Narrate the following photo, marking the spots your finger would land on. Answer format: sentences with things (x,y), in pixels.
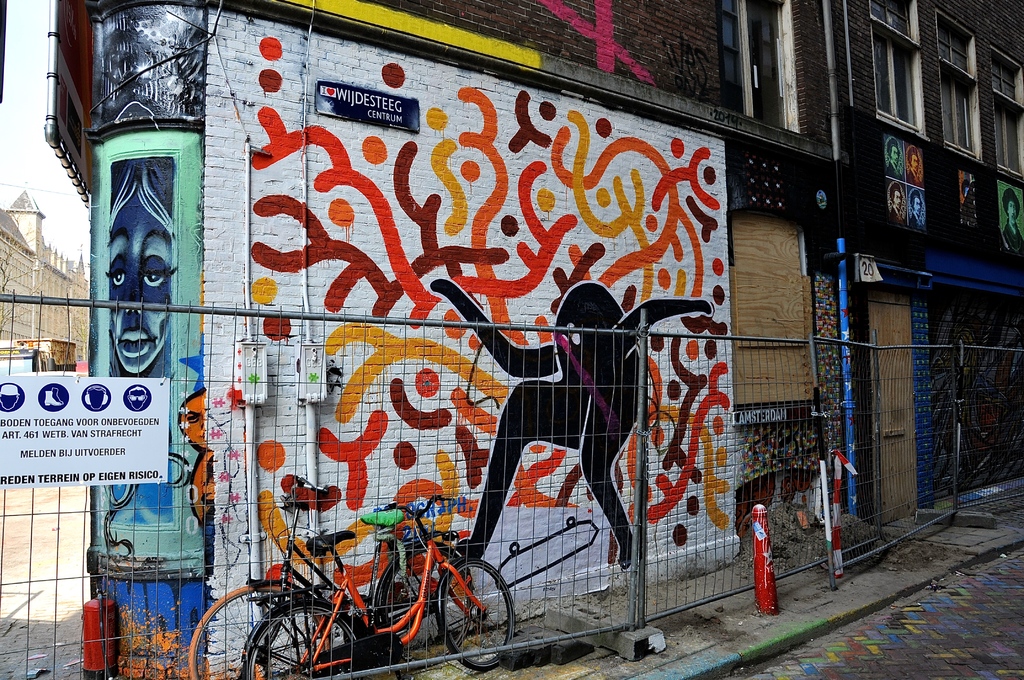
In this image in front (841,663) there is a road (872,622). Beside the road (1001,626) there is a metal fence (450,472). In the background of the image (358,459) there are cycles (416,610), buildings (736,193) and sky (60,179).
